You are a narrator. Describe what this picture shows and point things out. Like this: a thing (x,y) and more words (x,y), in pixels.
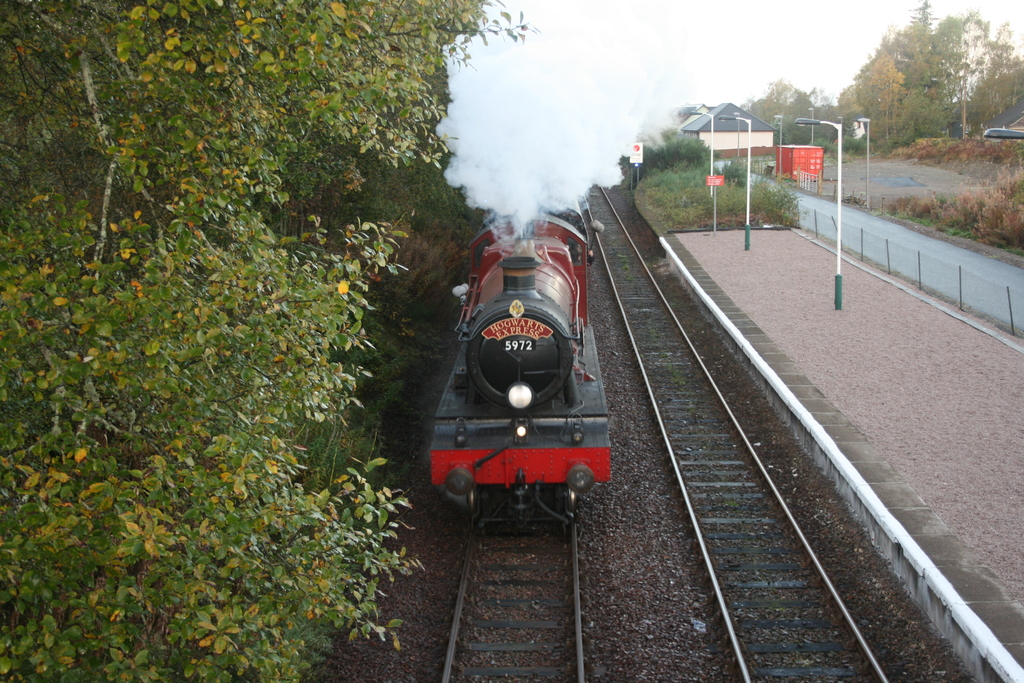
In this image there is a train (562,271) on the railway tracks (500,662), and at the background (818,278) there are railway tracks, trees (675,152), platform (805,267), boards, lights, poles (712,140), building (729,141), grass (670,193), sky (804,24).
